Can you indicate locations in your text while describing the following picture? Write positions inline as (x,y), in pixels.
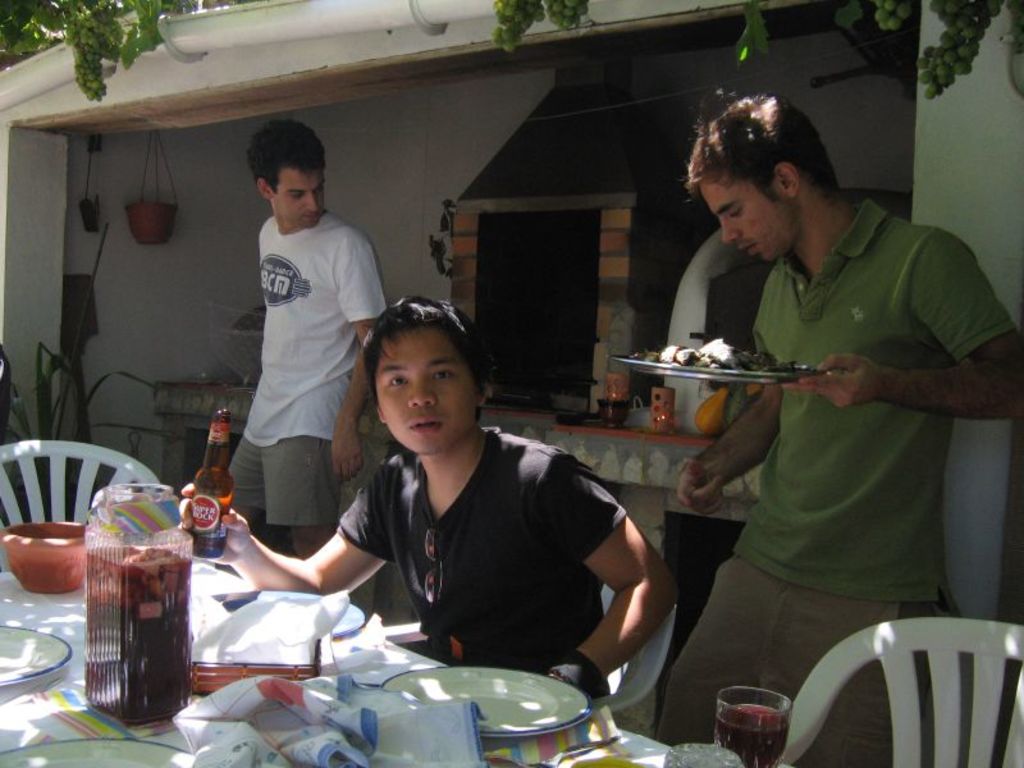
This is the picture taken in outdoors. The man (457,543) in black t shirt (510,581) sitting on a chair (649,659) and holding a bottle (210,489). In front of the man (427,558) there is table (72,676) on top of the table (44,703) there is a plate (39,645), jar (118,649), glass (727,728) and cloth (335,718). Background of this man (467,536) there is other man (753,517) in green t shirt (787,435) holding plate (709,375) and a wall (412,151).
